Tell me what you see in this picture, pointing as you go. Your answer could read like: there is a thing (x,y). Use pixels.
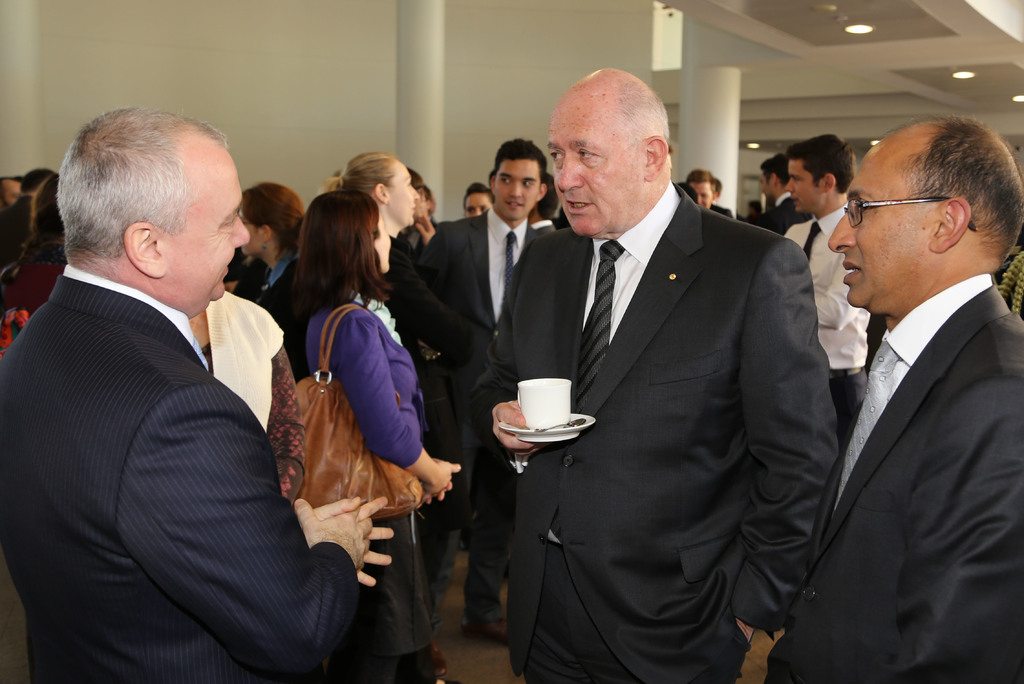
In this image I can see a group of people (533,341) standing. In the background (349,152), I can see the wall (342,48). At the top (1023,103) I can see the lights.
